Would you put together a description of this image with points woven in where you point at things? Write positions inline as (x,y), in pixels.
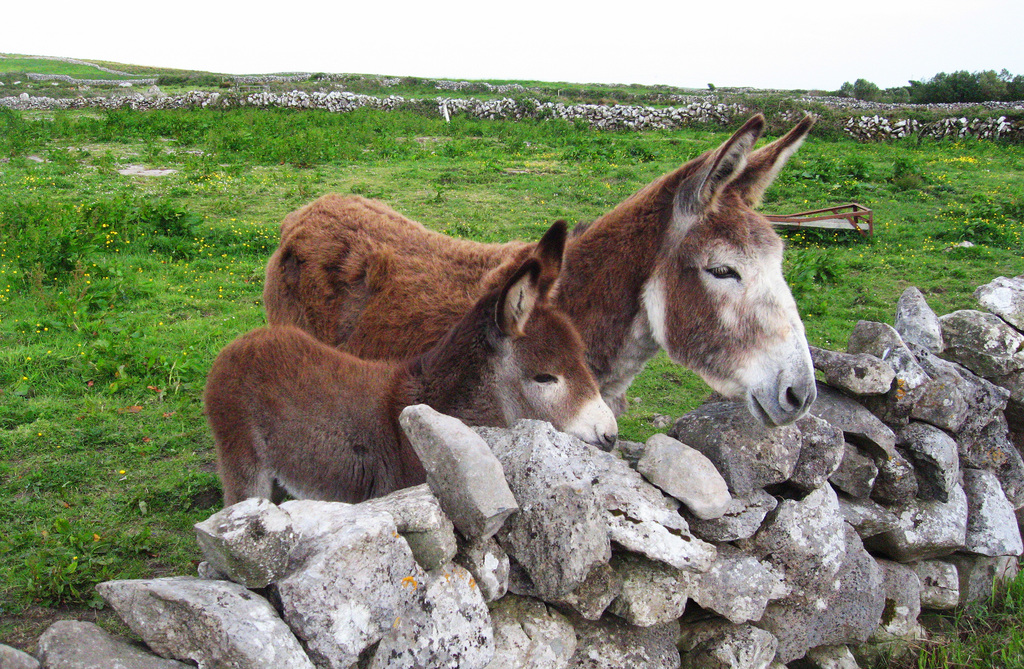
In the center of the image (449,295) there are animals (518,408). At the bottom (210,606) there are rocks (714,501). In the background (415,188) there is grass (365,173), trees (972,93) and sky (584,76).
